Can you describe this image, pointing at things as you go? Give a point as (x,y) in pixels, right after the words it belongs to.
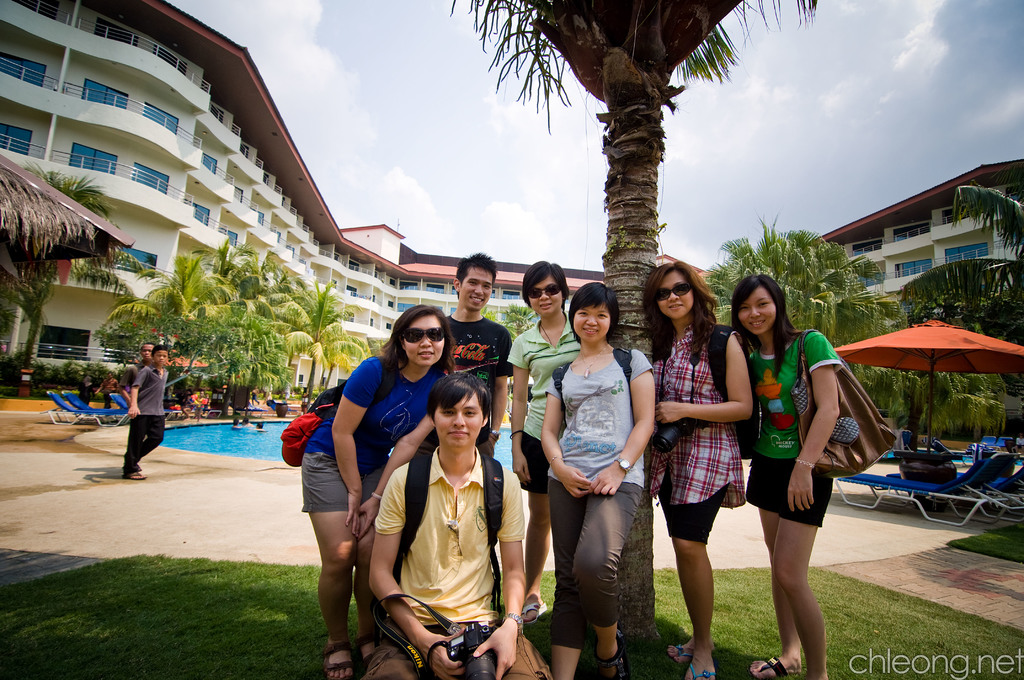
In this image there are some persons (453,479) are standing as we can see at bottom of this image (609,472) and there are some trees (320,334) in the background (888,384) and there is a building (221,203) in middle of this image (418,284) and there is a sky (454,147) at top of this image (436,136) and there is a tree (628,544) at bottom of this image (631,590) and there is a swimming pool (252,436) as we can see at left side of this image (253,449) and there are some beds (123,410) are arranged at left side of this image (89,415) and right side of this image (932,476) as well.
